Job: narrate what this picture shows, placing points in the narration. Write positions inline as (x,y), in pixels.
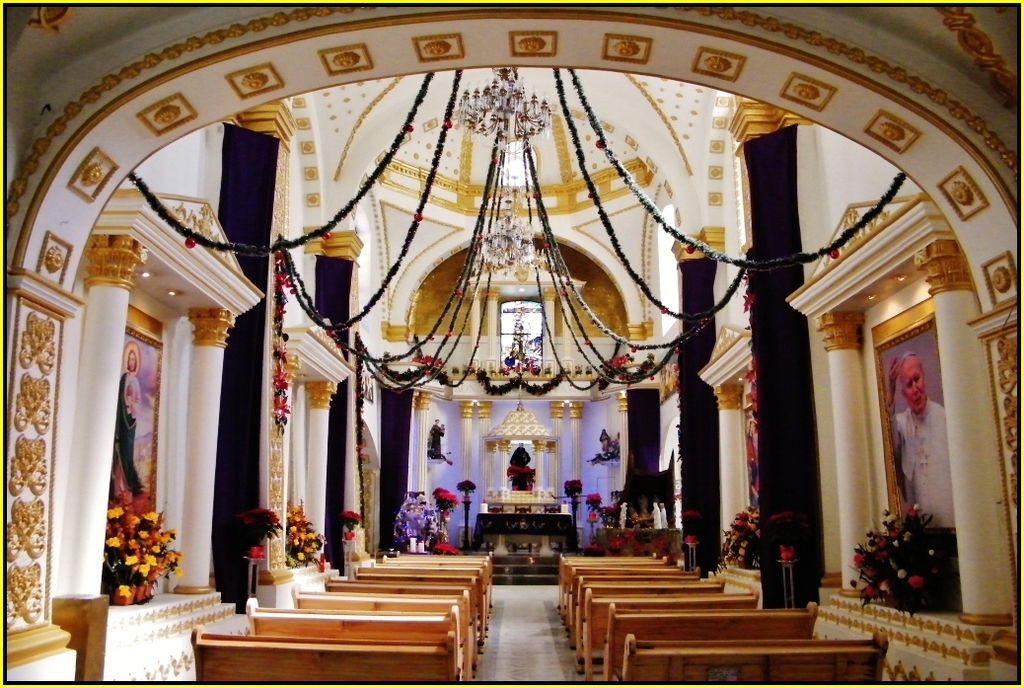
Here we can see benches (405,661) on the floor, flower vases (122,555) on a platform (184,595) on the left (159,582) and right side and we can see pillars (204,570), designs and frames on the wall (45,507) and decorative items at the top (207,50).
